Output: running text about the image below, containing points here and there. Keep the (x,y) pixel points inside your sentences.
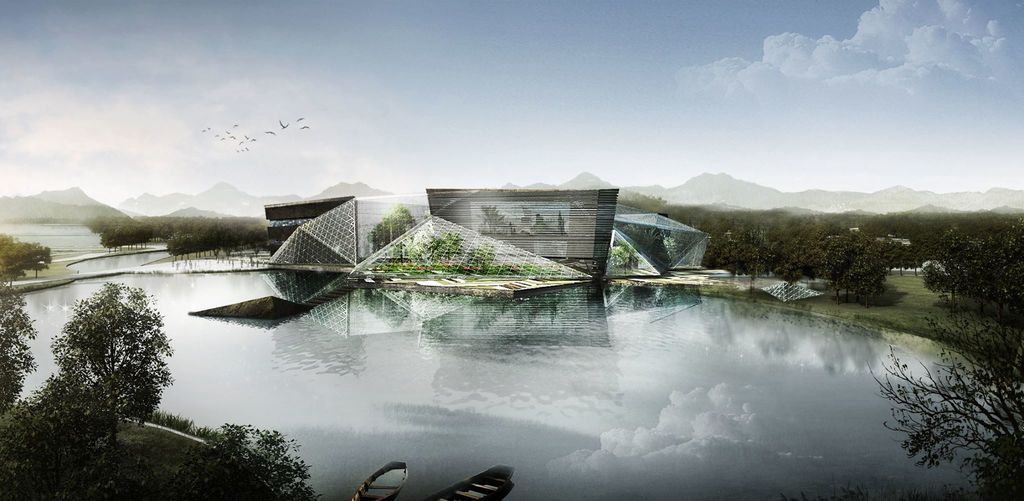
This image is taken outdoors. At the bottom of the image (380,385) there is a pond (609,409) with water (403,385) and two boats (388,488). In the background (111,210) there are many hills (78,211), trees (202,238) and plants (757,239). At the top of the image (217,111) there is a sky (699,84) with clouds (818,83) and a few birds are flying in the sky (244,130). On the left side of the image (145,388) there are a few trees (262,493) on the ground (47,269). In the middle of the image (591,214) there is an architecture (507,281) with walls (395,245).
